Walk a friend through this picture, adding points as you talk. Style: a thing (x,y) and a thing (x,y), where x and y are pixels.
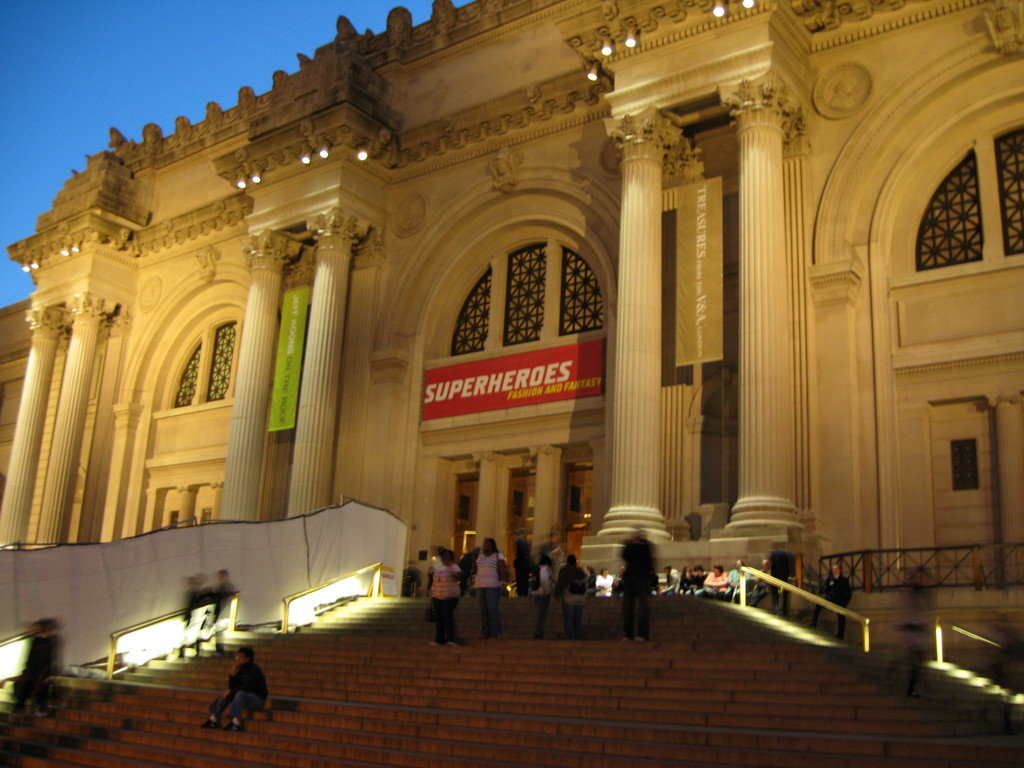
In this picture I can see the steps (992,707) in front (245,749), on which there are number of people (487,598) and I see the railings (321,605) on both the sides. In the middle of this picture (664,276) I see a building (525,209) on which there are lights (604,52) and I see boards (281,356) on which there is something written. In the background (82,40) I see the sky (126,90).
